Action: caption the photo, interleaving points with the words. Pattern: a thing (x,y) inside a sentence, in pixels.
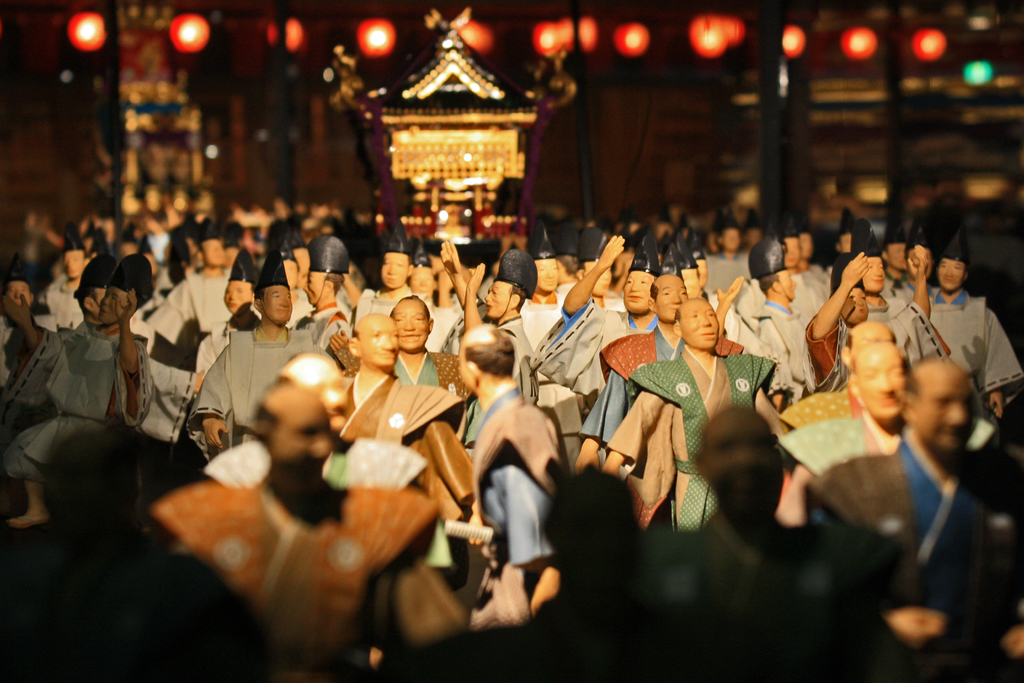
In this picture I can see there are some wax dolls (401,374) here, they are wearing clothes (532,437) and some of them are wearing black hats (215,232) and in the backdrop (530,176) I can see there is a building (458,171) and there is a wooden wall (591,121) and a door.
